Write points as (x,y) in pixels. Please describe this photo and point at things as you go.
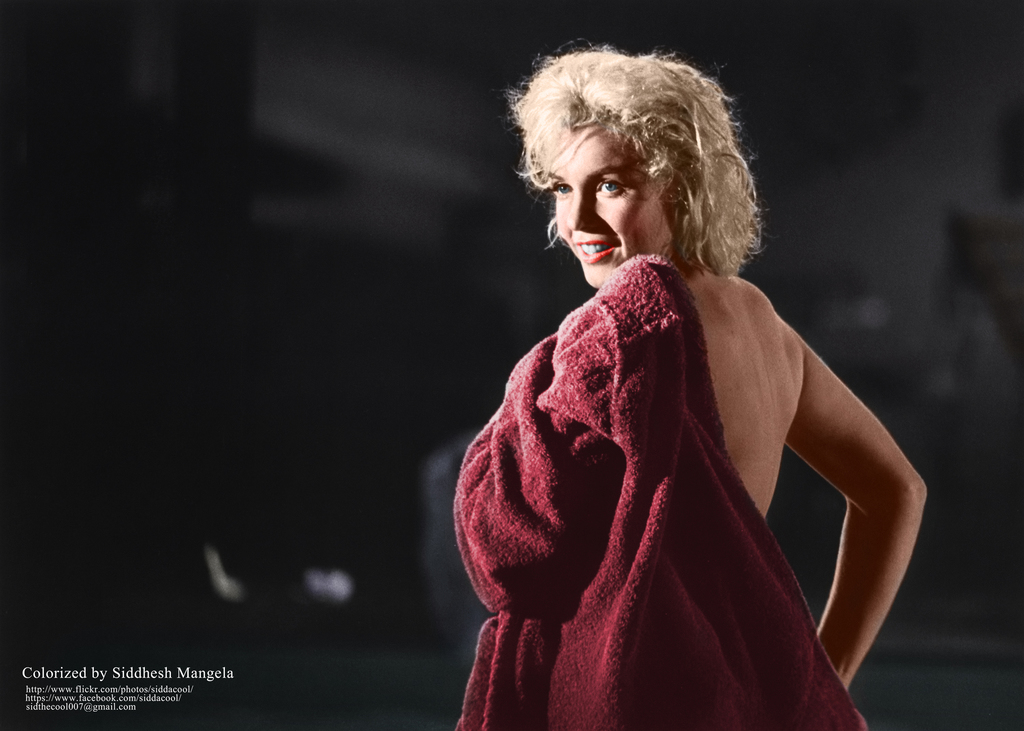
In this image there is one women (605,498) standing on the right side (722,448) is holding a blanket (665,540), and there is some text (146,678) written at the bottom left corner of this image (173,690).
